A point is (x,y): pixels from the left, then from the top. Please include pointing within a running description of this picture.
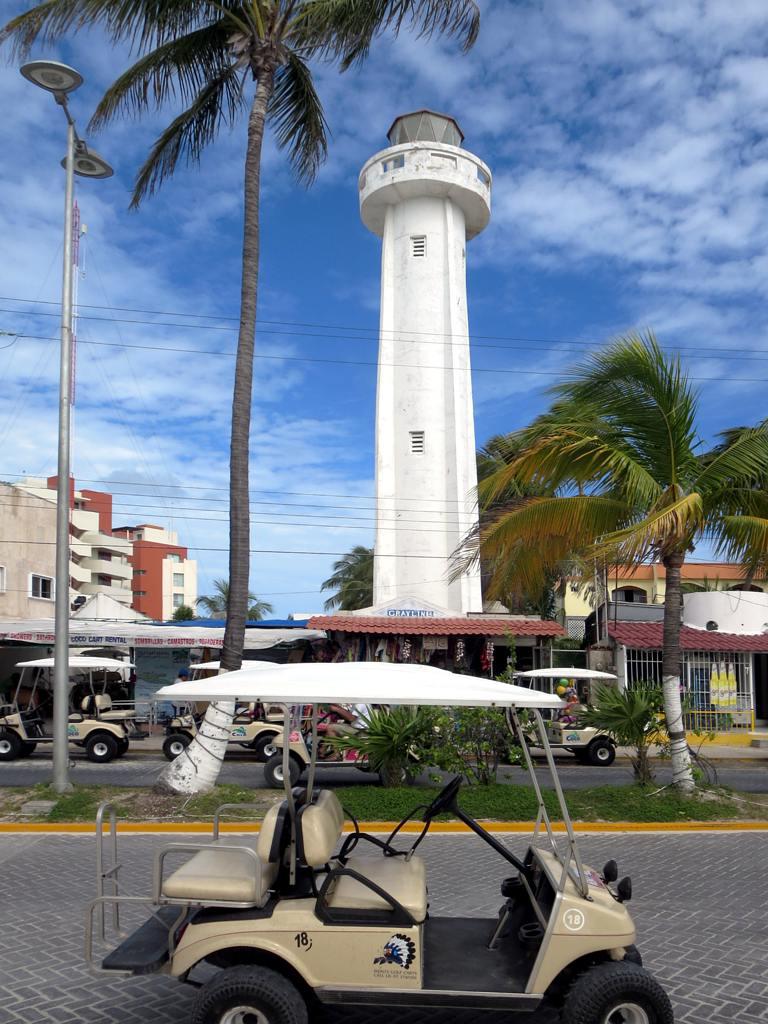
This image is taken outdoors. At the bottom of the image (145,896) there is a road (498,902) and a vehicle (585,950) is parked on the road (444,872). At the top of the image (208,181) there is a sky (544,220) with clouds (707,261). In the middle of the image (460,605) there is a tower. In the background (449,621) a few vehicles (272,737) are moving on the road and there are a few buildings (189,600) and houses (621,614). On the left side of the image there is a street light (61,673). In the background (228,645) there are a few trees (730,511).
